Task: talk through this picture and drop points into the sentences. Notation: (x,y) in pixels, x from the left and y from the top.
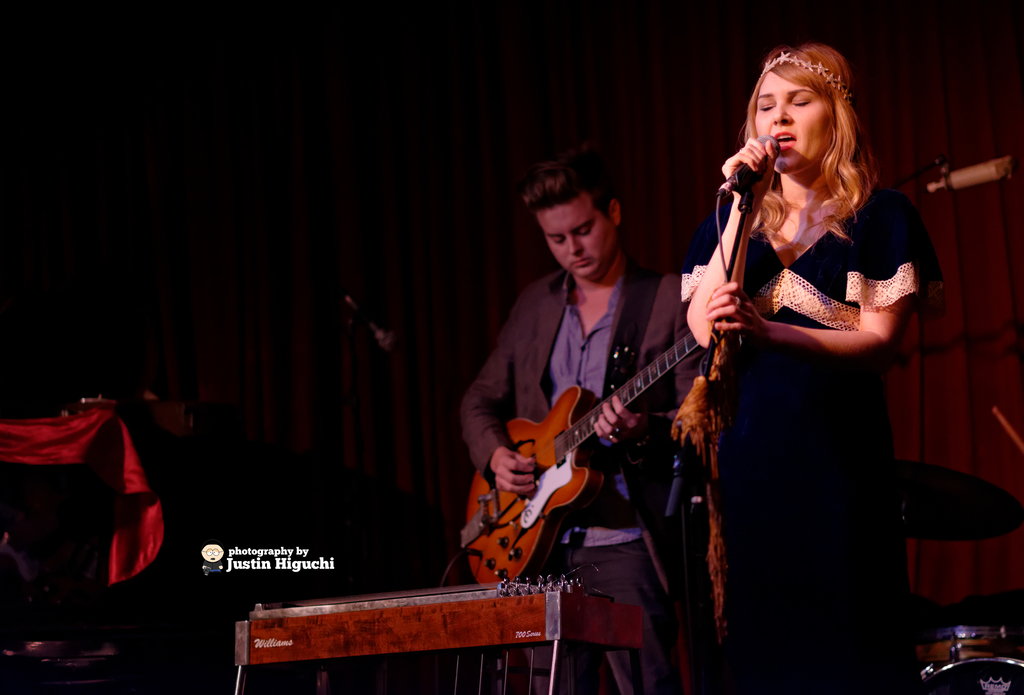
In this picture we can see a lady (759,321) who is Standing and holding a mic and beside her there is a guy (574,369) who is holding the guitar (536,505) and playing it in front of the musical instrument (294,620) and behind there is a red curtain (278,279).
